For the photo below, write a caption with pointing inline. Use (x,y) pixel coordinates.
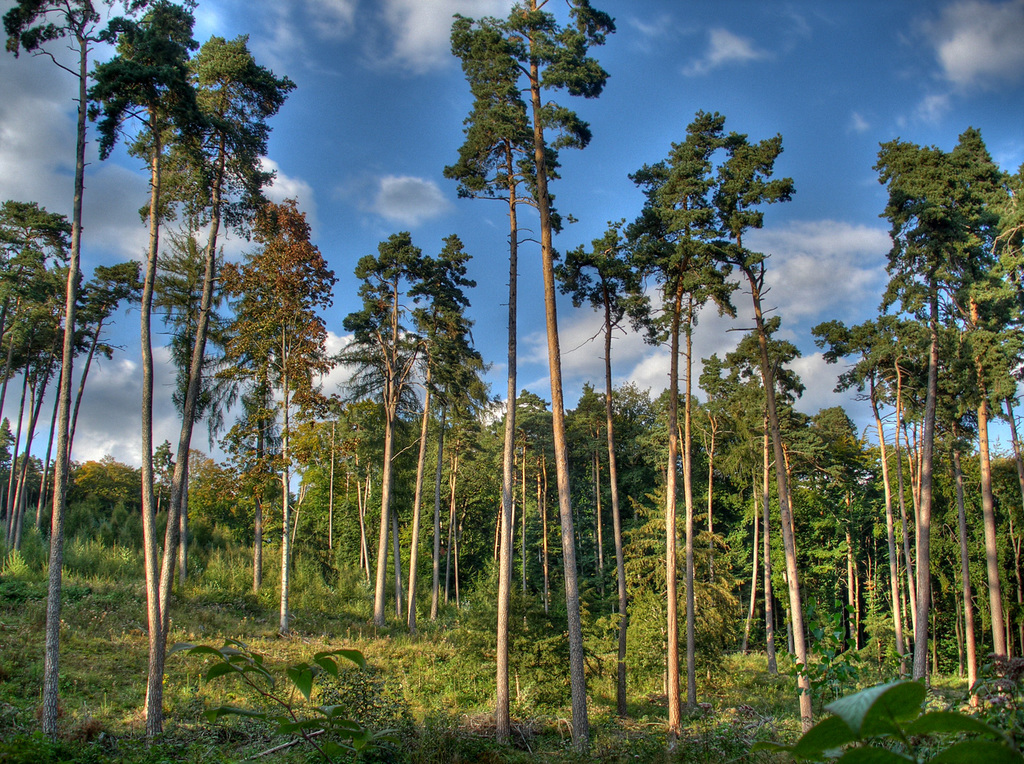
In this picture we can see trees (621,482), at the bottom (412,678) there is grass (406,658), we can see the sky (379,148) at the top of the picture (379,80).
